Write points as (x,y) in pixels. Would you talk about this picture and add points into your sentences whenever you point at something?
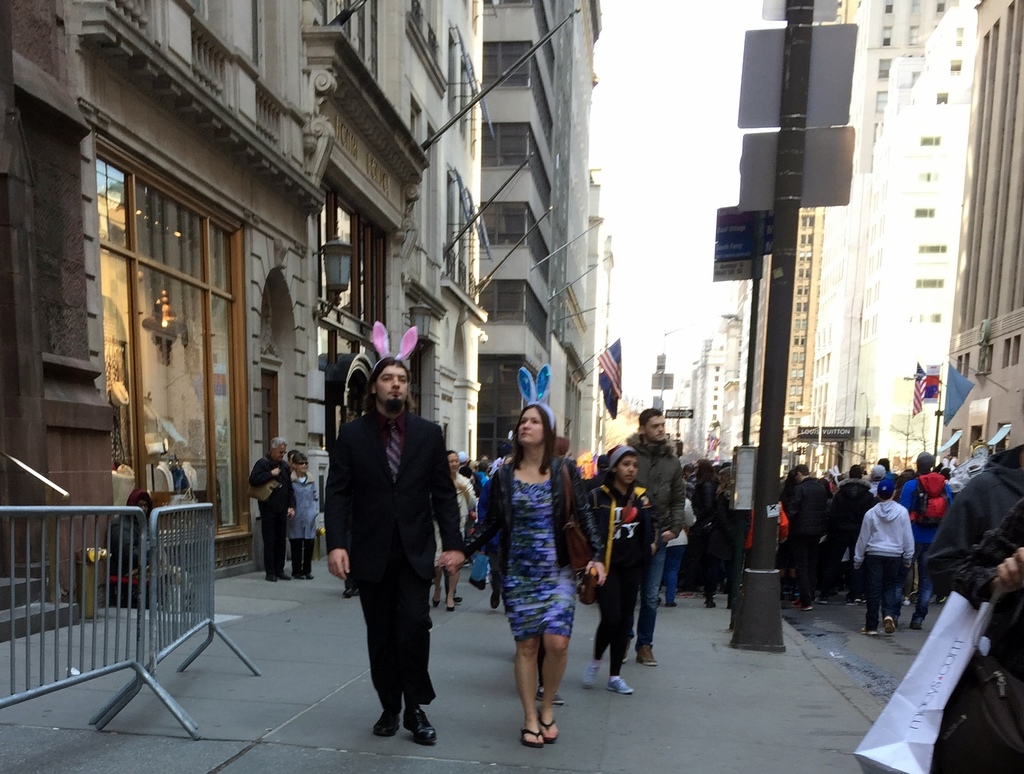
This picture describes about group of people (629,464), few are standing and few are walking, beside to them we can find few poles (782,231), sign boards (767,97) and metal rods (12,662), in the background (979,361) we can find few flags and buildings (747,331).
